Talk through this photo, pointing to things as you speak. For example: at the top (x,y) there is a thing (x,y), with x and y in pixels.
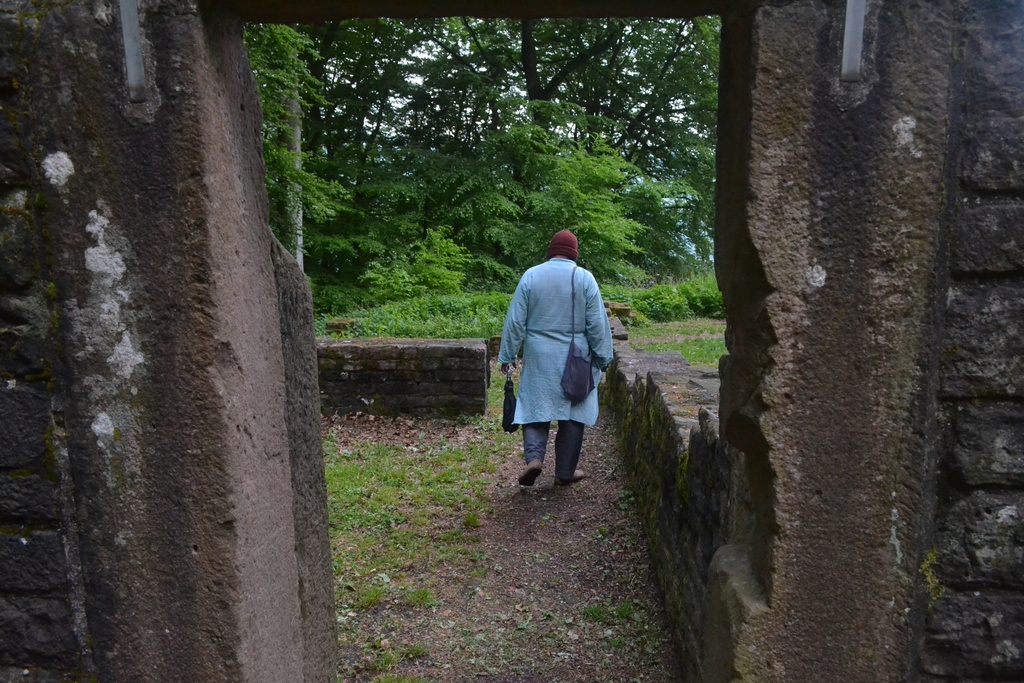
In this image I can see the wall (463,405) and there is a person (527,448) with the dress (529,421), bag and holding something. In the background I can see many trees (467,273) and the sky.
